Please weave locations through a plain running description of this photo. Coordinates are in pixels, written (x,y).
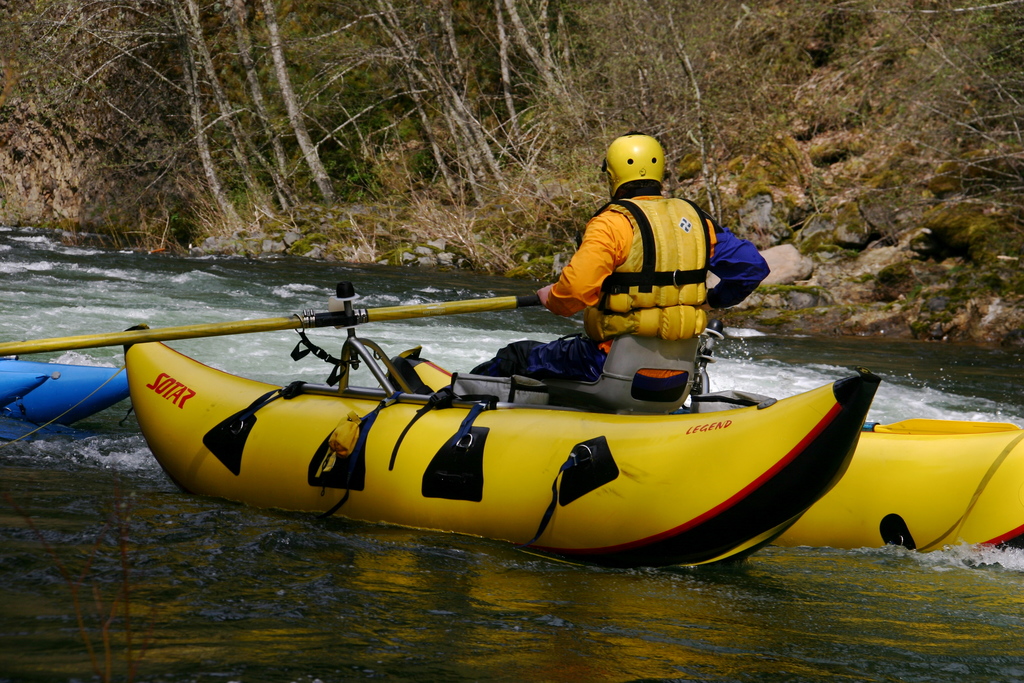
In this picture there is a person (658,226) sitting and riding a boat (622,369) and holding a paddle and wore a helmet (628,171). On the left side of the image (23,371) we can see blue objects (62,407) and water (99,458). In the background of the image (511,134) we can see trees (445,10), grass (553,245) and rocks (17,161).
